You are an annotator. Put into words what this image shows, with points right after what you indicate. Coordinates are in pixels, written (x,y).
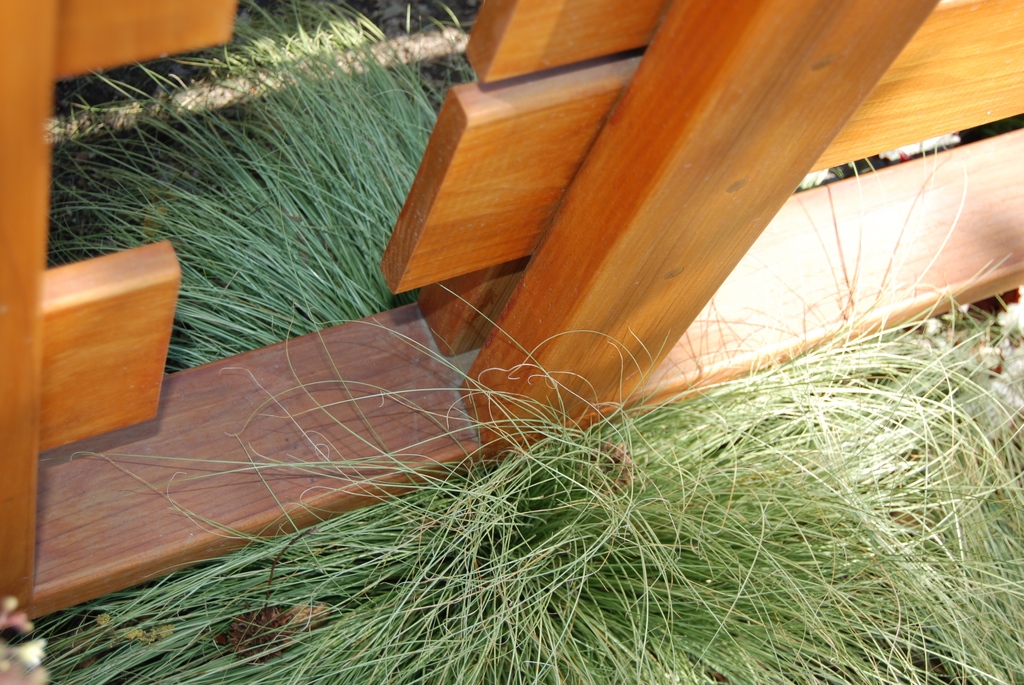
In this image, we can see a wooden fence (790,293) and there is green grass (571,546).
